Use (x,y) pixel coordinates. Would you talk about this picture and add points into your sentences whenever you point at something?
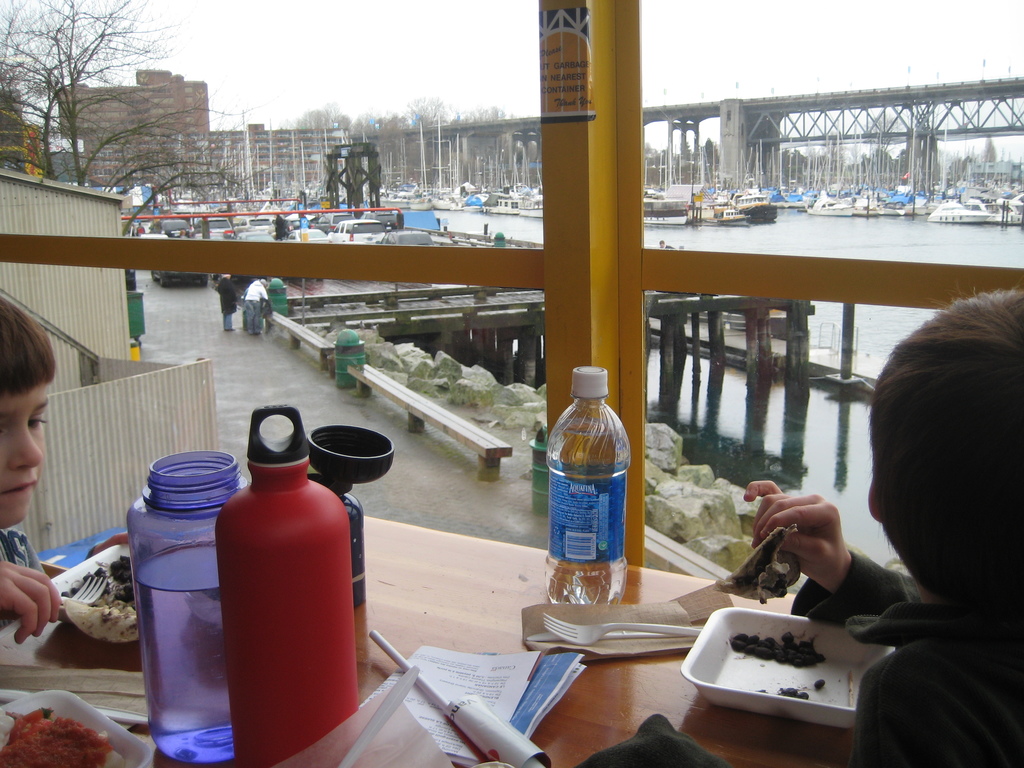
This picture shows a bridge (686,167) and couple of buildings (213,153) and trees (118,154) and we see people (230,309) standing and we see a ocean (806,213) and few ships (752,198) and boats (832,203) and we see a water bottle (595,541) and some food (114,638) and a fork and some papers (522,693) on the table (372,531) and two children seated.
